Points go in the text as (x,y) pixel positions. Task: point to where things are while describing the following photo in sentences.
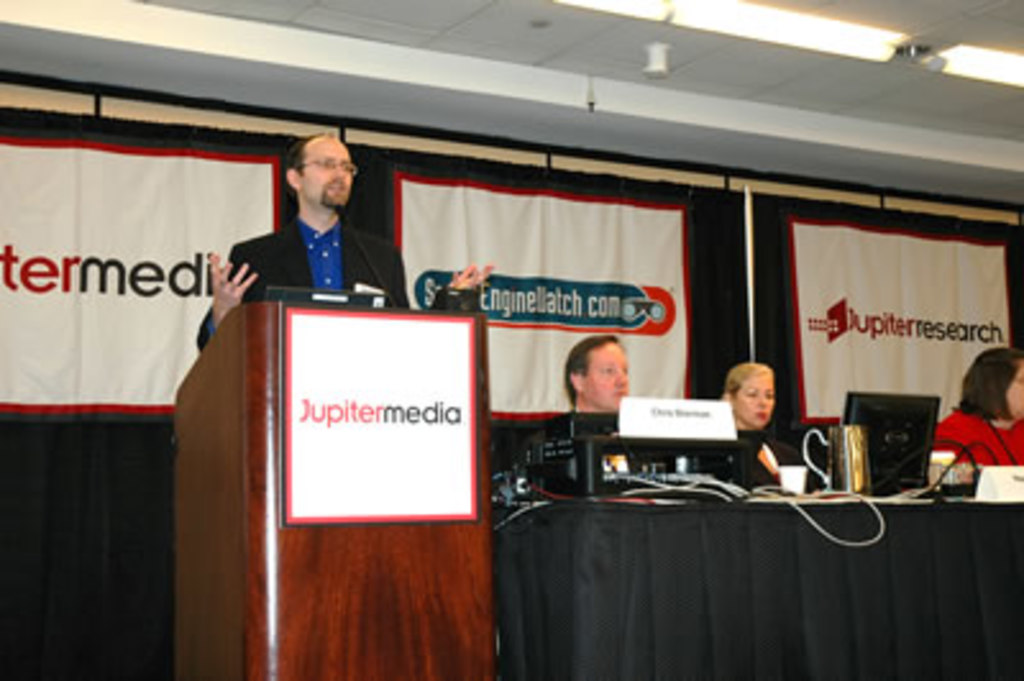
In this image we can see a man (261,297) standing, before him there is a podium (290,356) and there are people (991,370) sitting. We can see a table (639,516) and there is a jug (840,488), mug (786,474), computer (898,472), printer (722,476) and wires (688,481) placed on the table (678,557). In the background (591,217) there is a curtain (178,260). At the top (975,53) there are lights (822,26).
